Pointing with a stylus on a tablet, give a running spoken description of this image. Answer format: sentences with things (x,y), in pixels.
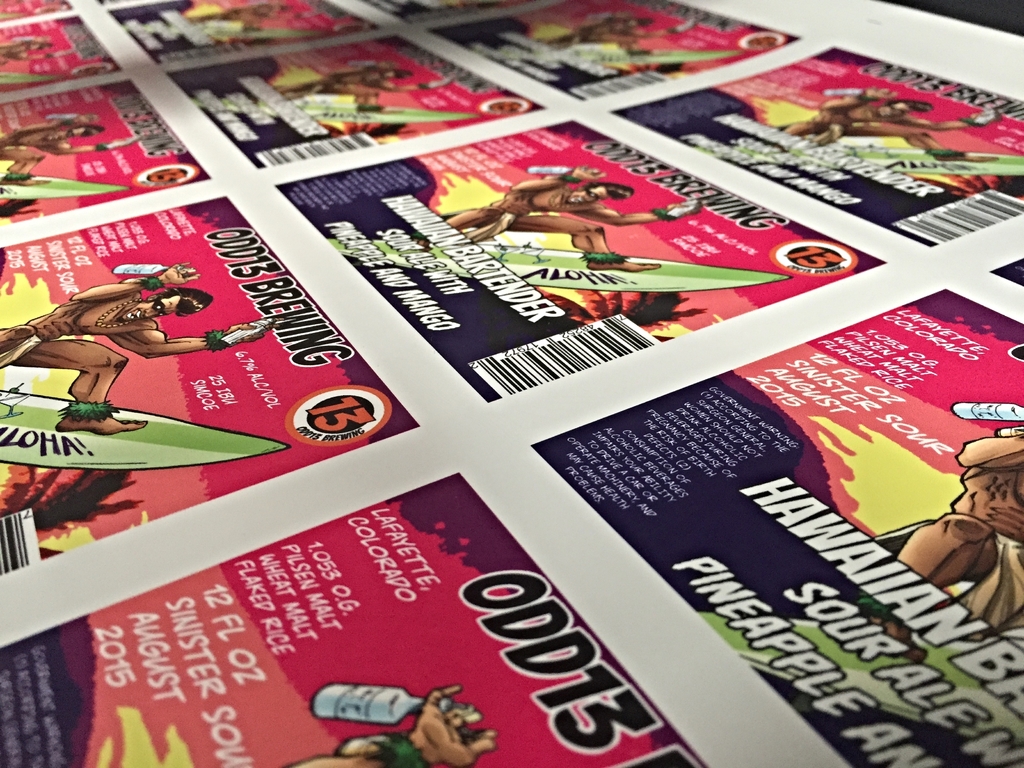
In this image there is a poster (536,42), on that poster (202,326) there are pictures (155,282) and text (300,185).
